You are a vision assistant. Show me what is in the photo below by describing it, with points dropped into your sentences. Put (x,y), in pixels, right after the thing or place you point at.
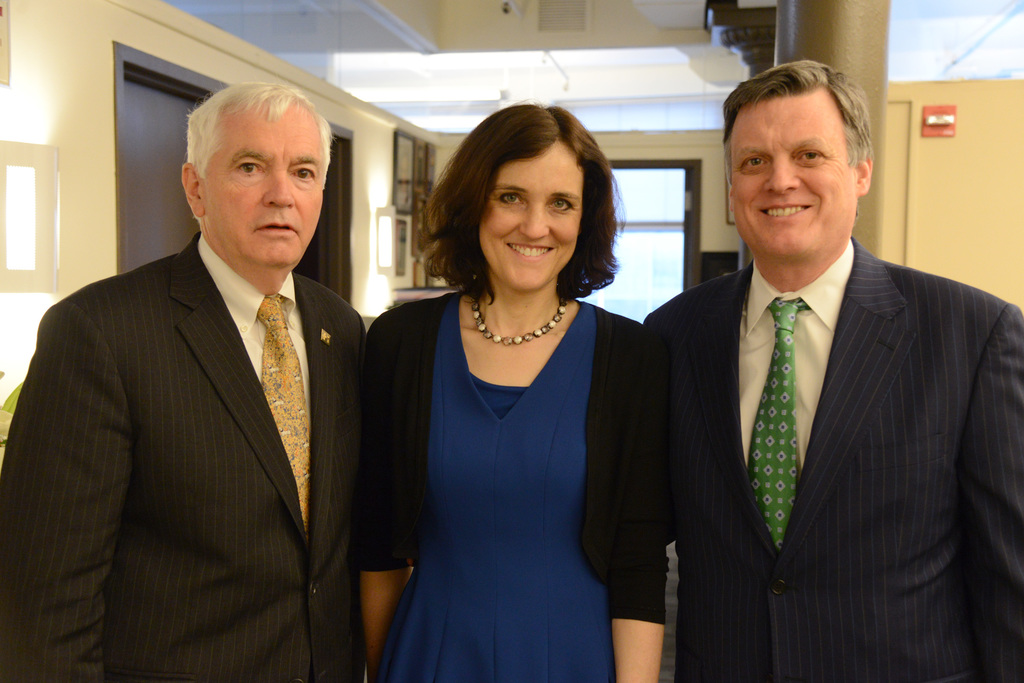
In this picture we can see persons (509,484) and in the background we can see a wall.
